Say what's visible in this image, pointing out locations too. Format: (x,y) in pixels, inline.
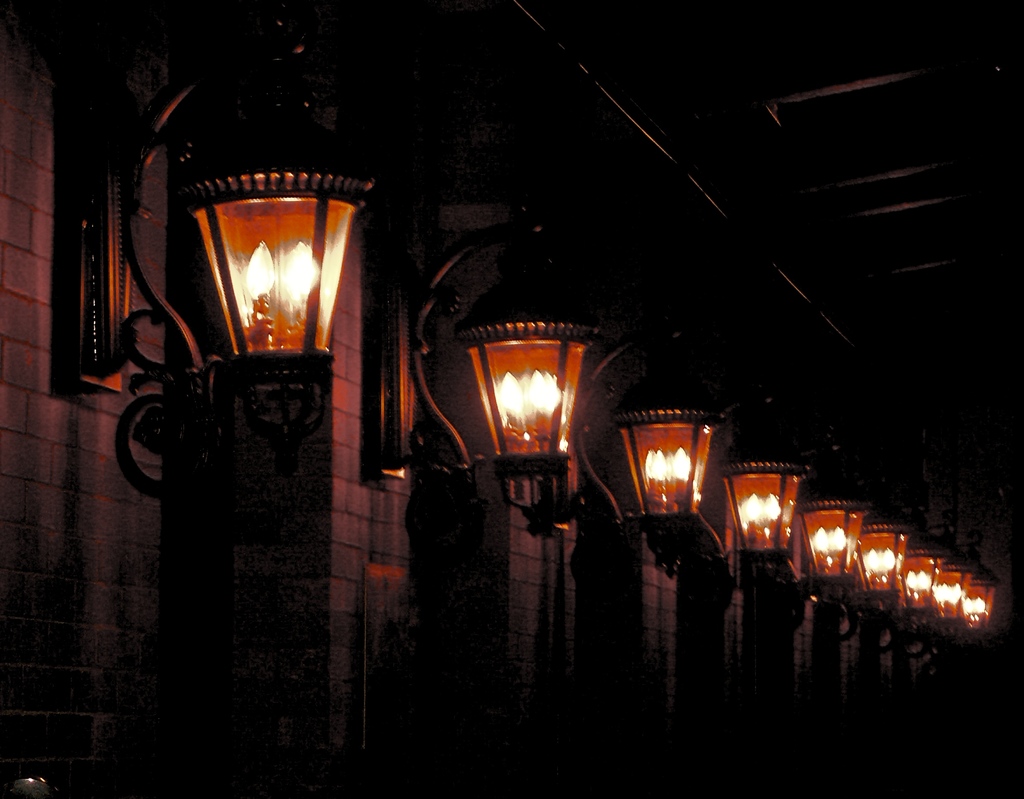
In this image in the middle (547,443) there are lights (916,585), wall (354,483) and a roof (640,171).
